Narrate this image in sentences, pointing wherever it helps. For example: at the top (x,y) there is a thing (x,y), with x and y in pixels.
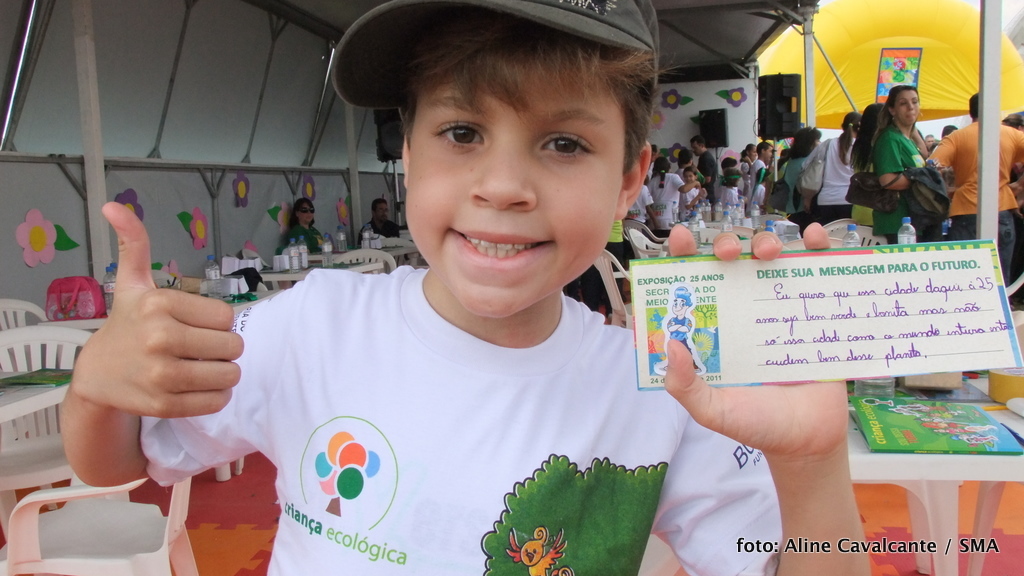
In this image we can see a child (493,453) standing and holding a card (759,311) in his hands (776,399). In the background (317,245) we can see persons (362,232) sitting on the chairs (348,257) and tables (294,276) are placed in front of them. On the tables (336,261) we can see cartons (257,265) and disposal bottles (217,270). On the other side we can see persons (716,193) standing on the floor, tents (816,84), poles (807,74), speakers (765,98) and books (896,411).
